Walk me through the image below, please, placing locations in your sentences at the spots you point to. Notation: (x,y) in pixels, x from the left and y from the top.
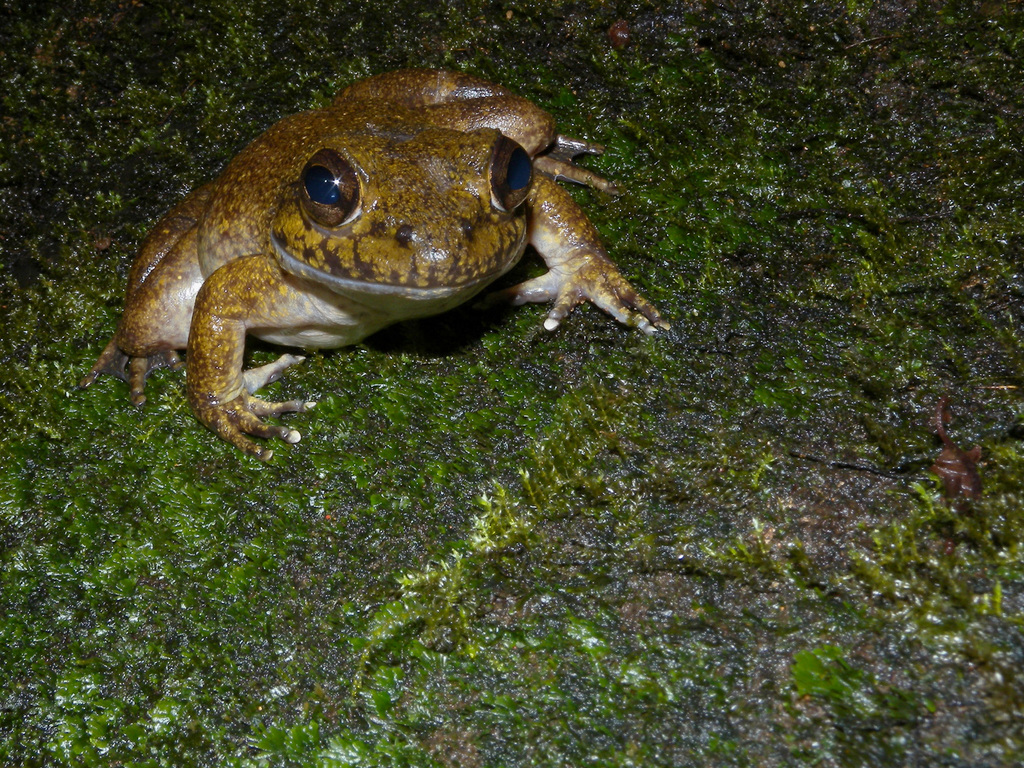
In this image, we can see a frog (389,144).
